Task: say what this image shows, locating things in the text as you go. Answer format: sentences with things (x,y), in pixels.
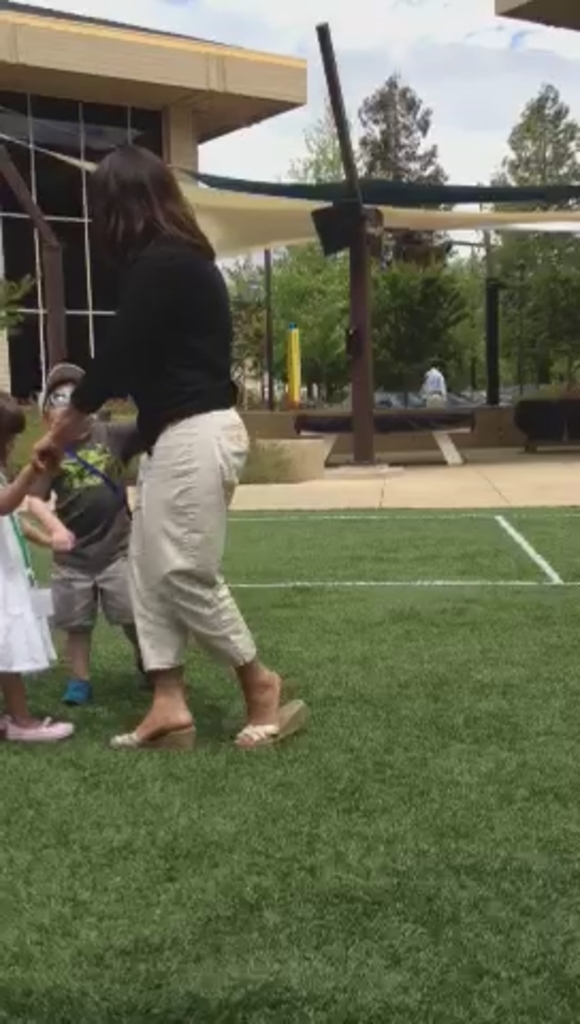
In this picture there is a woman (195,264) towards the left (165,287). She is holding a girl (4,691) and a boy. At the bottom (378,888) there is a grass (307,612). On the top left (39,111) there is a building (140,55). Beside it, there is a tent (297,240) and a pole (364,256). In the background (326,268) there are trees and sky (411,77).
